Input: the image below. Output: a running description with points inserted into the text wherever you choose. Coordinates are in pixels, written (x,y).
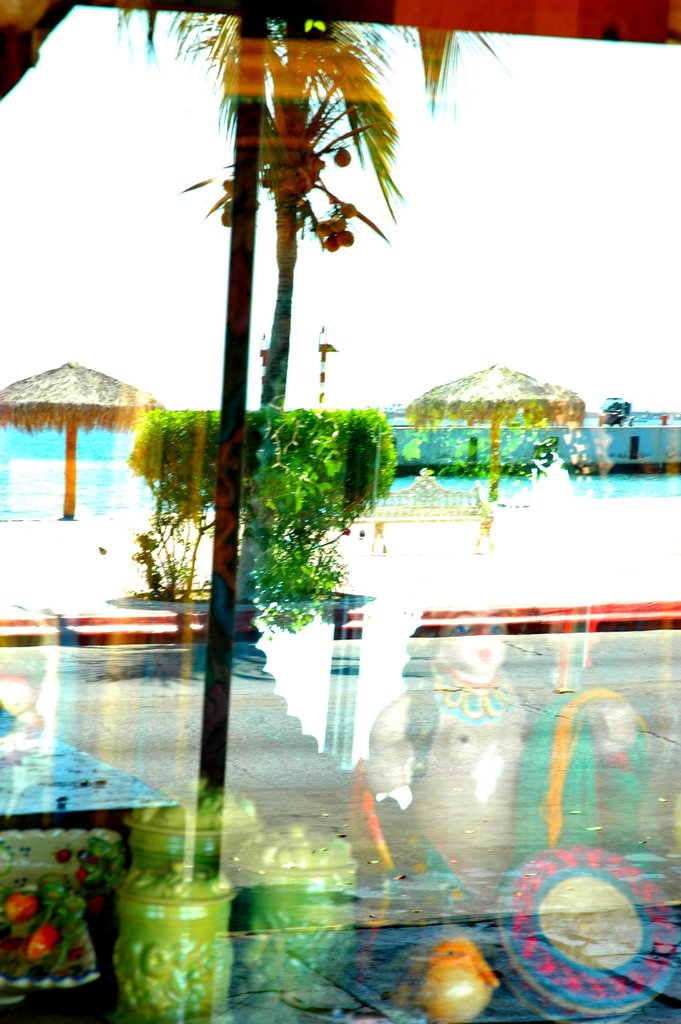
In this picture from the glass (432,918) I can see water (127,507), tree (268,419), plants (374,463) and a bench (438,510) and I can see couple of shelters (138,400) and I can see few items reflection (232,946) on the glass (486,805) and looks like a statue reflection (486,748) on the glass (354,837).
